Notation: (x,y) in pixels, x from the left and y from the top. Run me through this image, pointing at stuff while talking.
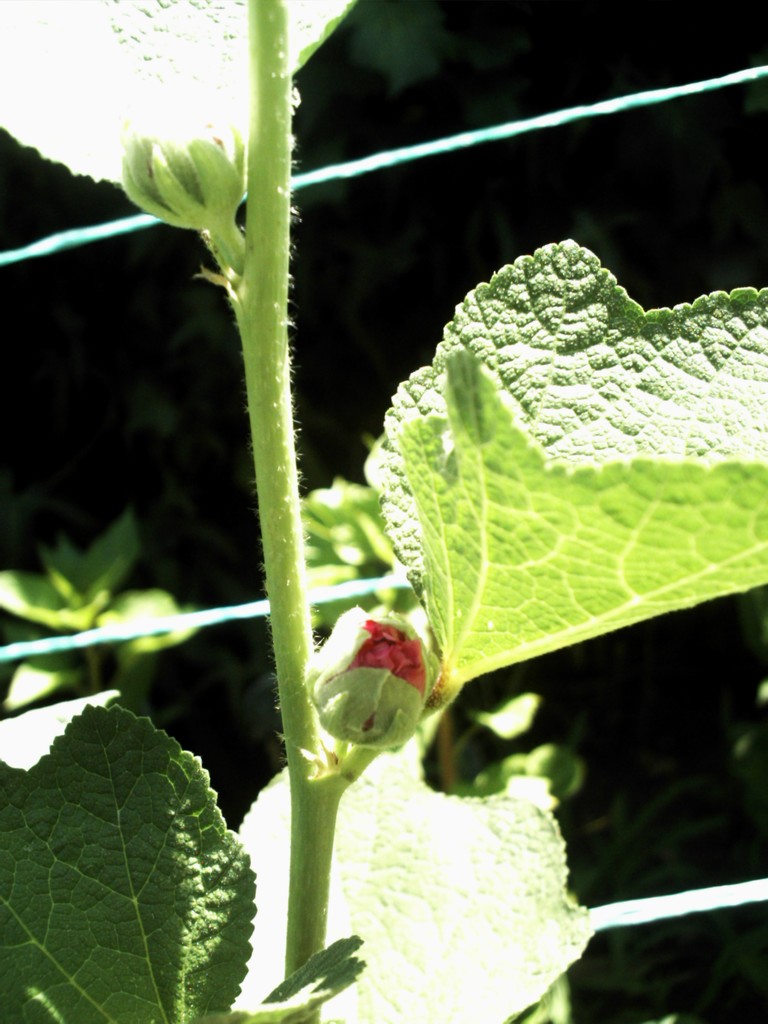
In this picture we can observe flower buds (178,172). There are leaves (308,510). We can observe a plant (299,784) here. In the background (318,309) it is completely dark. We can observe some wires (44,249).
